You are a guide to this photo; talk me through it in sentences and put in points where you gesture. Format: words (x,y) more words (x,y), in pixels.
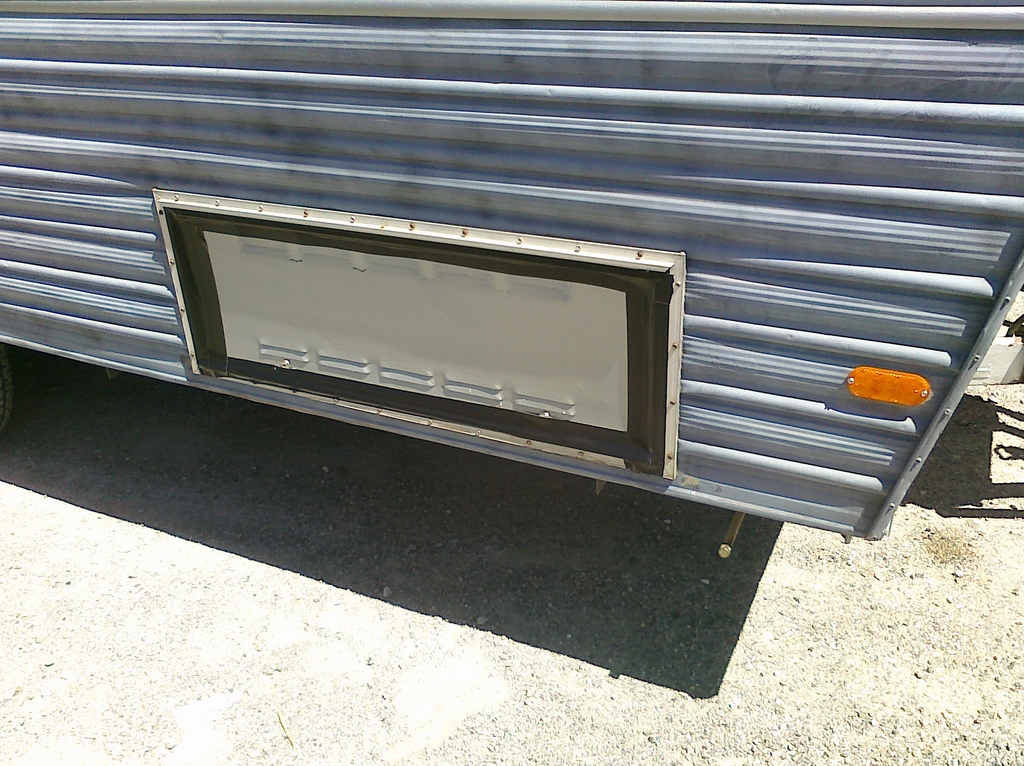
This image is a zoomed in picture of a vehicle (390,214). At the bottom of the image (522,652) there is road (199,662).
